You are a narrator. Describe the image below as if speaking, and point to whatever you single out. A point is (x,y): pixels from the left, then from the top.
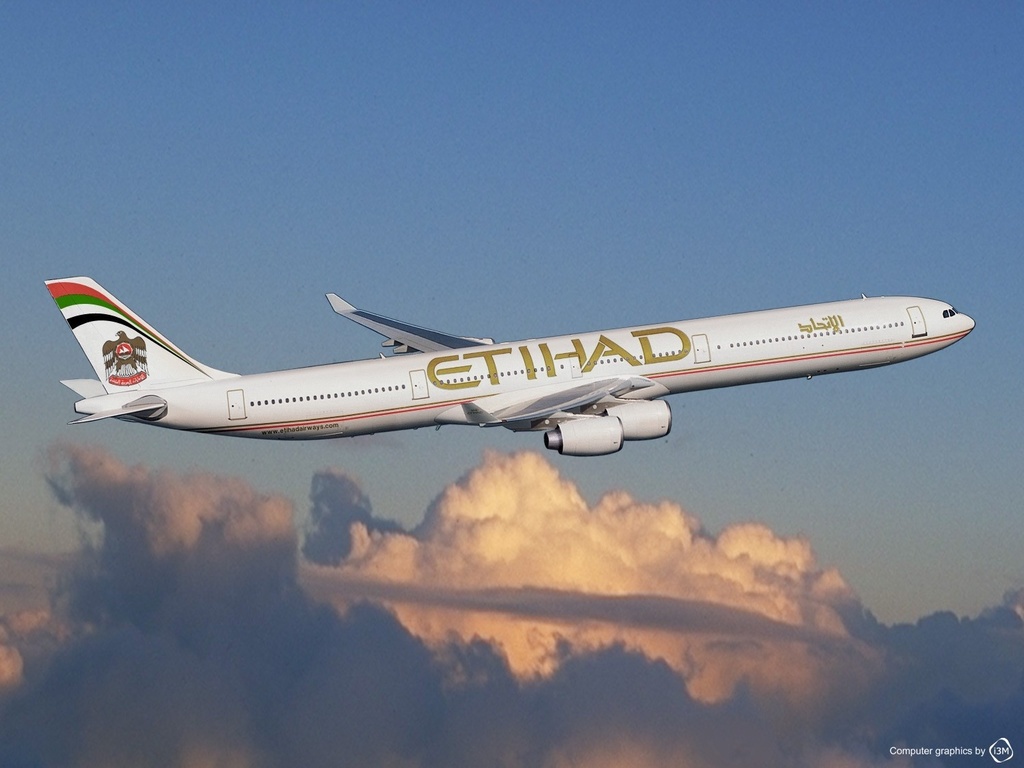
In this image there is an airplane (567,387) flying, there is the sky (565,195), there are clouds (396,616), there is a text (931,750) towards the bottom of the image (948,749).
